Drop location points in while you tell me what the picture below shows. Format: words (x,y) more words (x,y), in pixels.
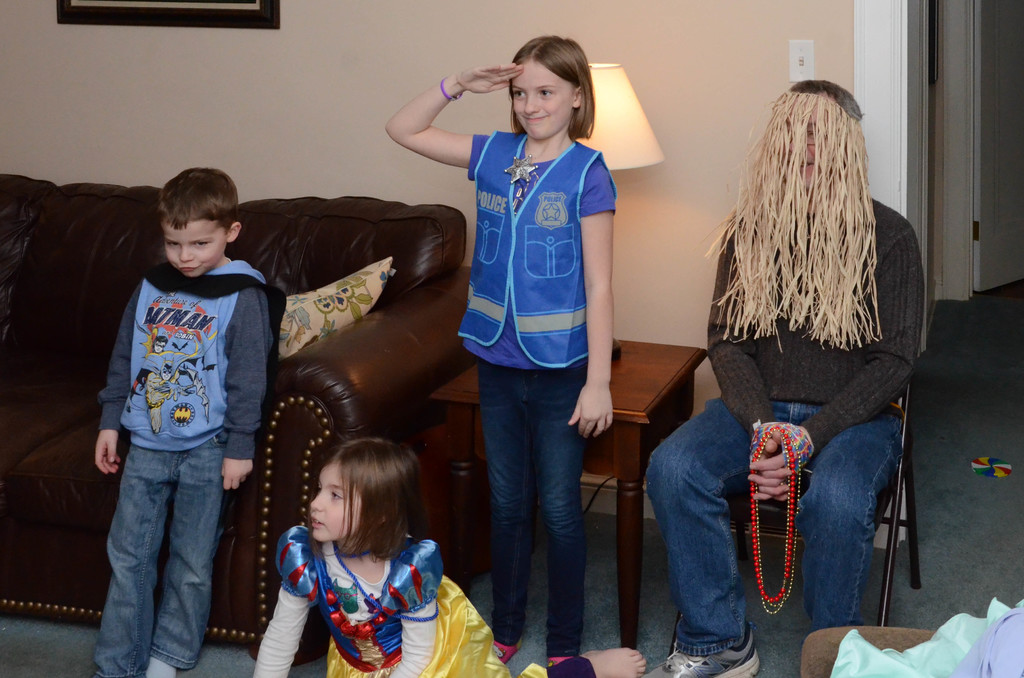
In this image we can see four people (544,491), among them one is sitting on the chair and the other one sitting on the floor (942,605), remaining two people (212,333) are standing, also we can see a sofa (71,319), pillow (343,309), lamp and stool (614,409), in the background (106,47) we can see a photo frame (80,12) on the wall (429,183).
